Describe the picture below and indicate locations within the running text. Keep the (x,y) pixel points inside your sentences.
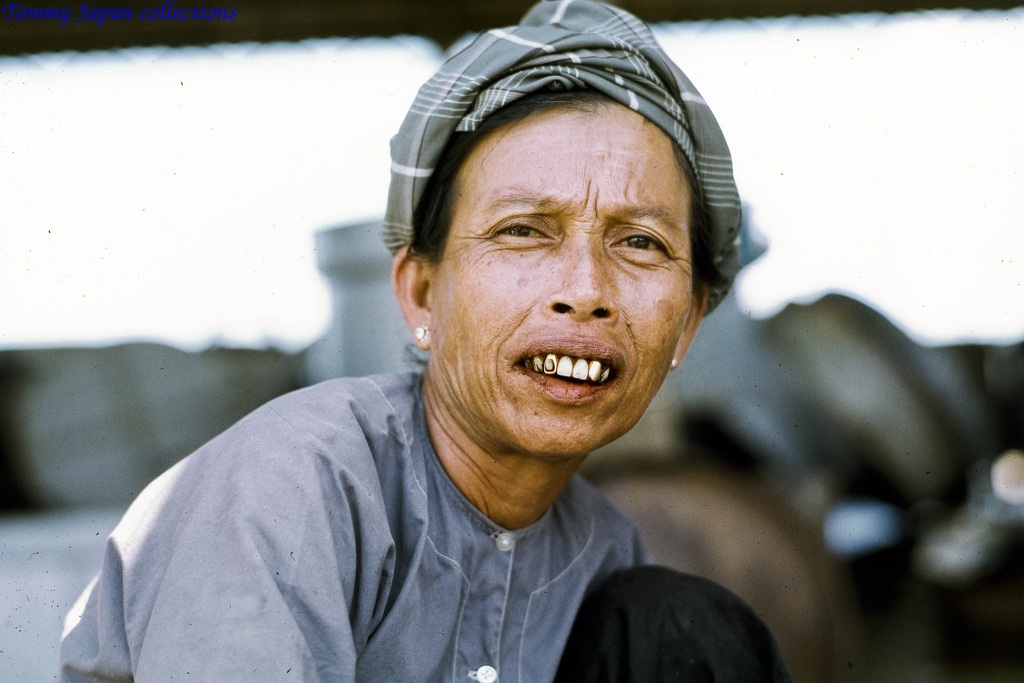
It is a picture of a woman (377,449), she is a worker (397,578) in an organization, behind the woman (638,167) the background (17,392) is blurry.
